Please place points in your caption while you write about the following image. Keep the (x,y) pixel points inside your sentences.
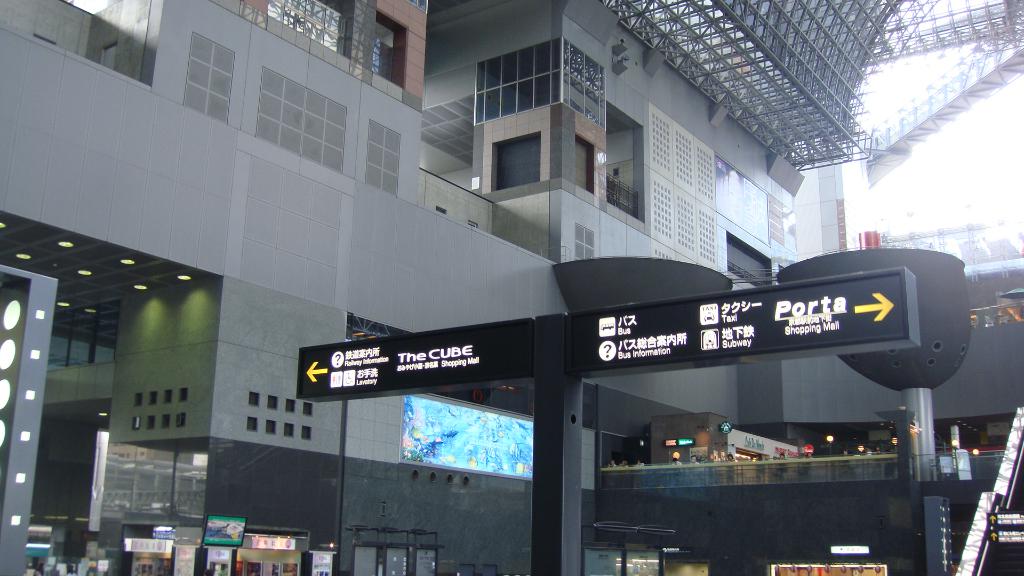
In this picture there is a building (479,248) with glasses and windows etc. In the building (230,488), there are stalls (784,451) with some text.
